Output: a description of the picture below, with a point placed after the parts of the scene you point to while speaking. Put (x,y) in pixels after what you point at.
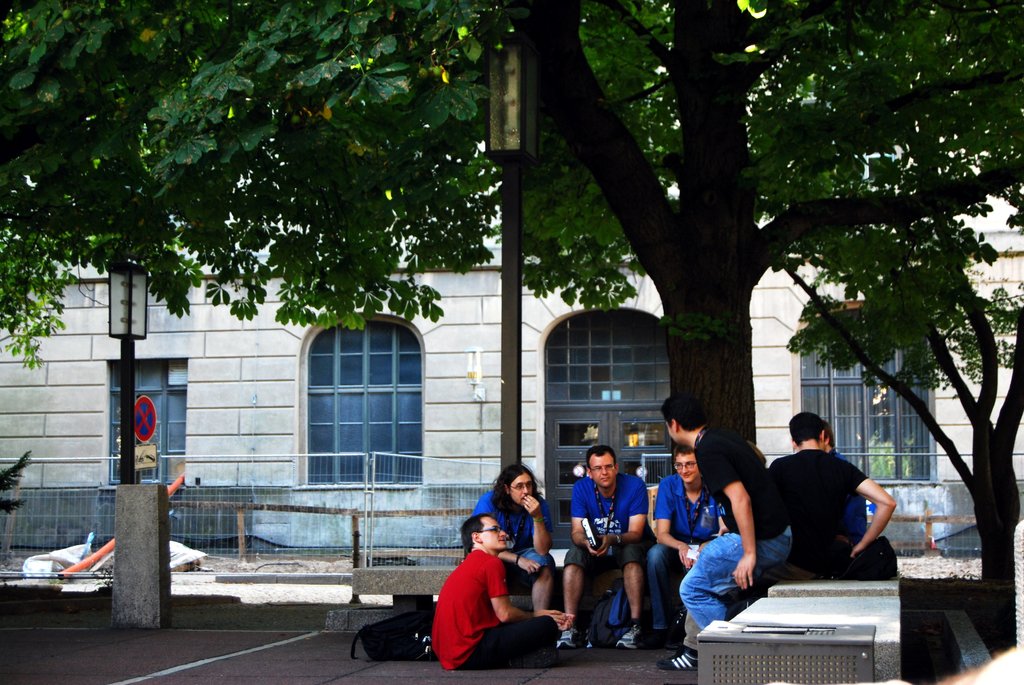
There are a group of people (740,530) sitting here. This man (629,573) is holding a book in his right hand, there is a woman (539,516) here. This man (471,520) sitting on the floor (436,664) wearing a red shirt (453,664). There is a pole (504,339), there is also a tree (210,117) here and there is a building (280,411) with a window (397,350), there are some boards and there is a walk way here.
